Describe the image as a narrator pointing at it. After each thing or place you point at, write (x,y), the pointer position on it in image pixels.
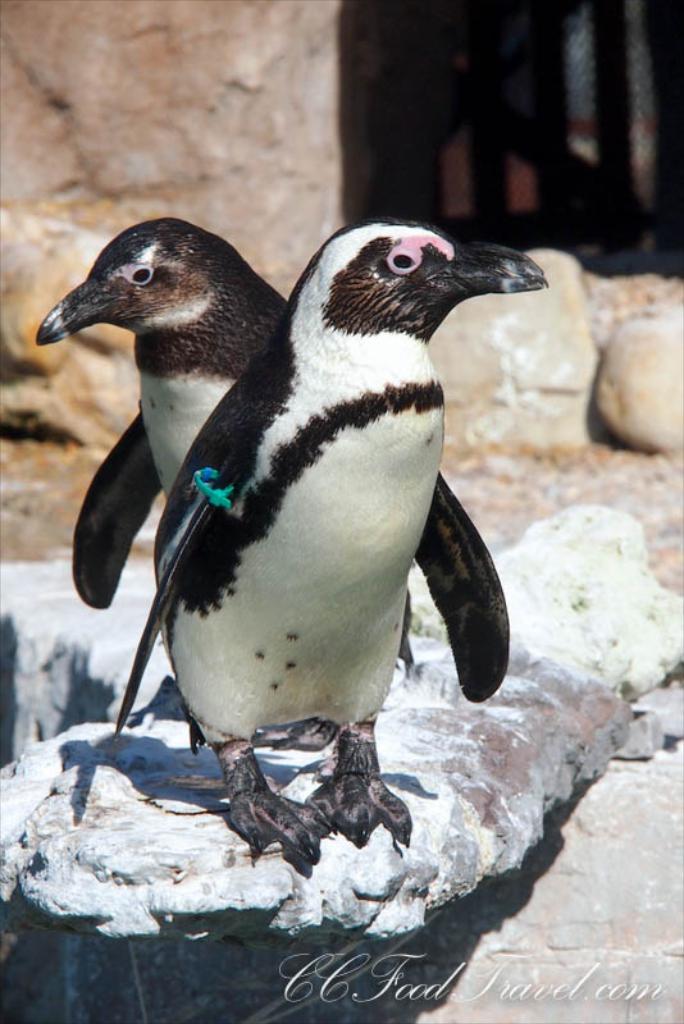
In this image we can see the two penguins (234,520) on the rock (255,874). In the background (481,171) we can see the fence (514,143) and also the rocks (515,962). We can also see the text (466,980) at the bottom (436,985).
